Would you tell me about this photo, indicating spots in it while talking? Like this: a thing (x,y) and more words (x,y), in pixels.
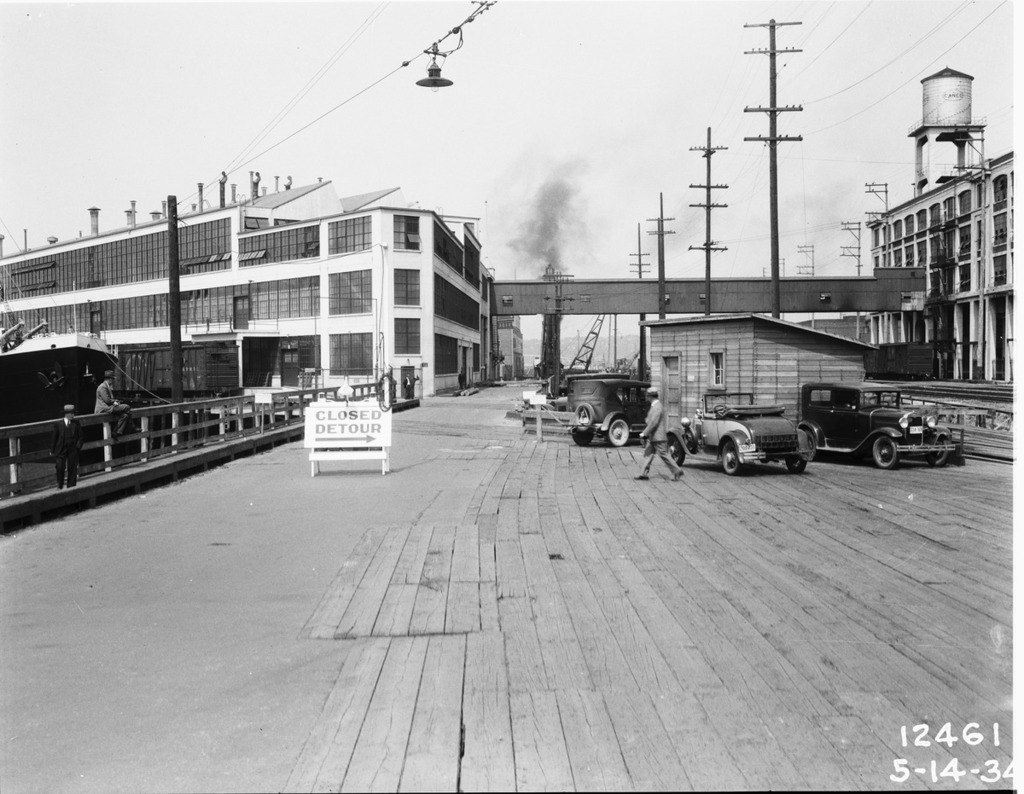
This image is black and white in color. In the image we can see there are buildings (335,340), these are the electric poles (773,82) and electric wires (841,126), we can even see there are vehicles (788,434). This is a fence (237,401), footpath (308,554), board (346,431) and text (371,432) on it, smoke (514,239) and a sky (545,134). We can see there are even people (64,428) wearing clothes (105,400).
